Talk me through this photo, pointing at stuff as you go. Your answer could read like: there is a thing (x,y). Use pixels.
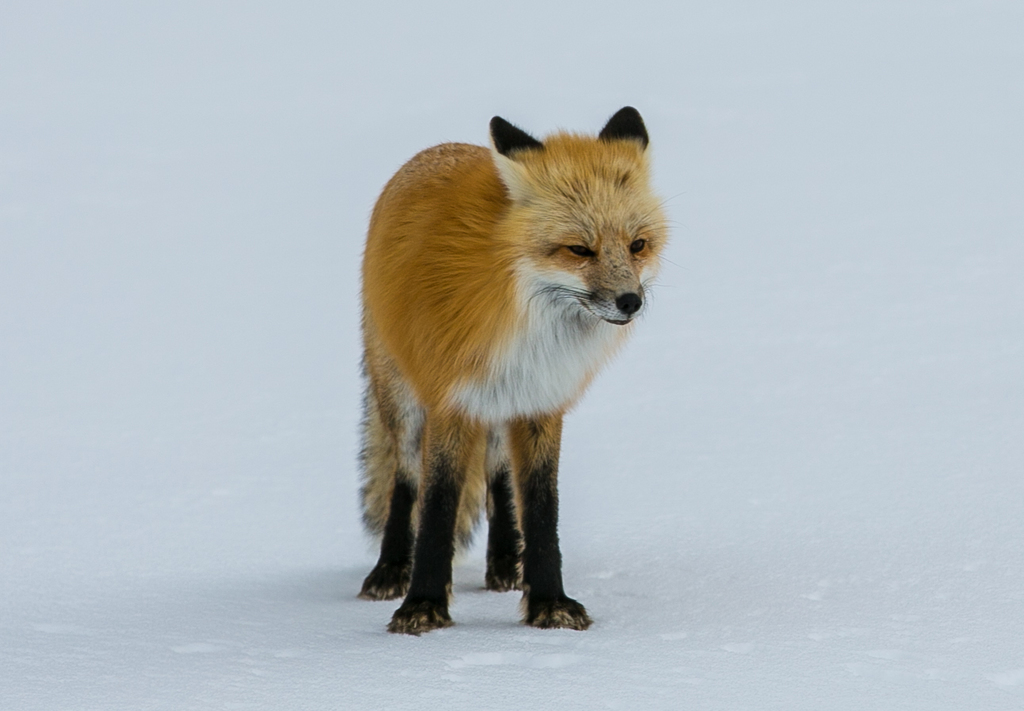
In this image, we can see a fox (449,243) on the snow (244,674).
